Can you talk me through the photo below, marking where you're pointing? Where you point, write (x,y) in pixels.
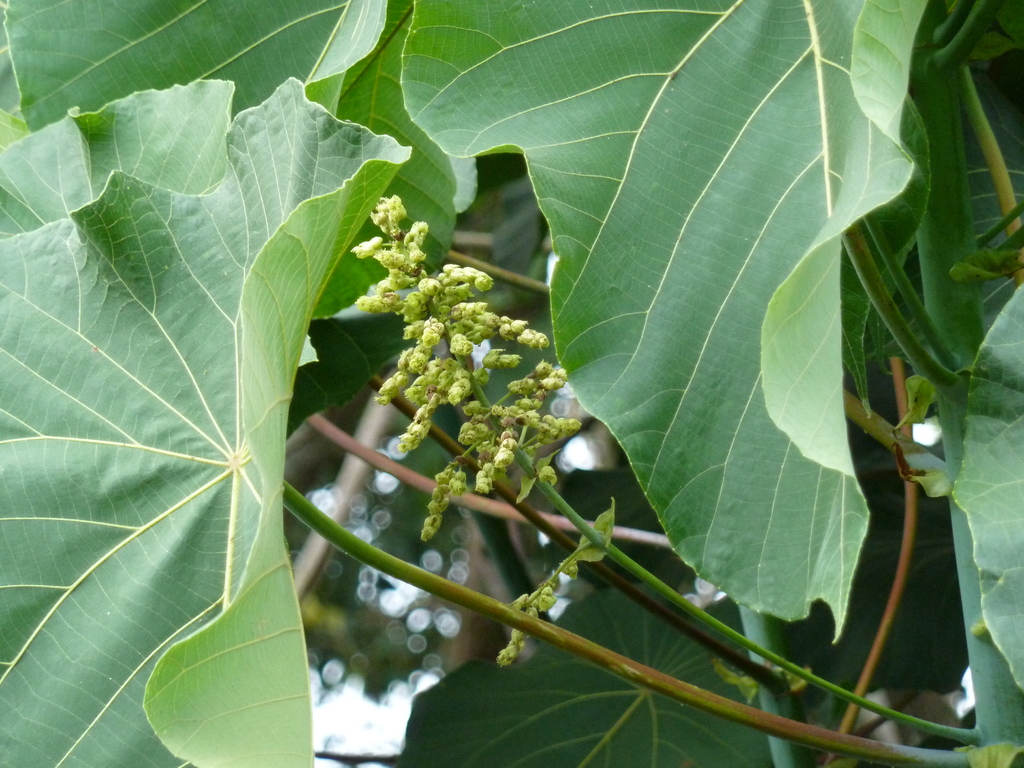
In this image I can see a tree (676,490). In the background (332,579) it is blur.
